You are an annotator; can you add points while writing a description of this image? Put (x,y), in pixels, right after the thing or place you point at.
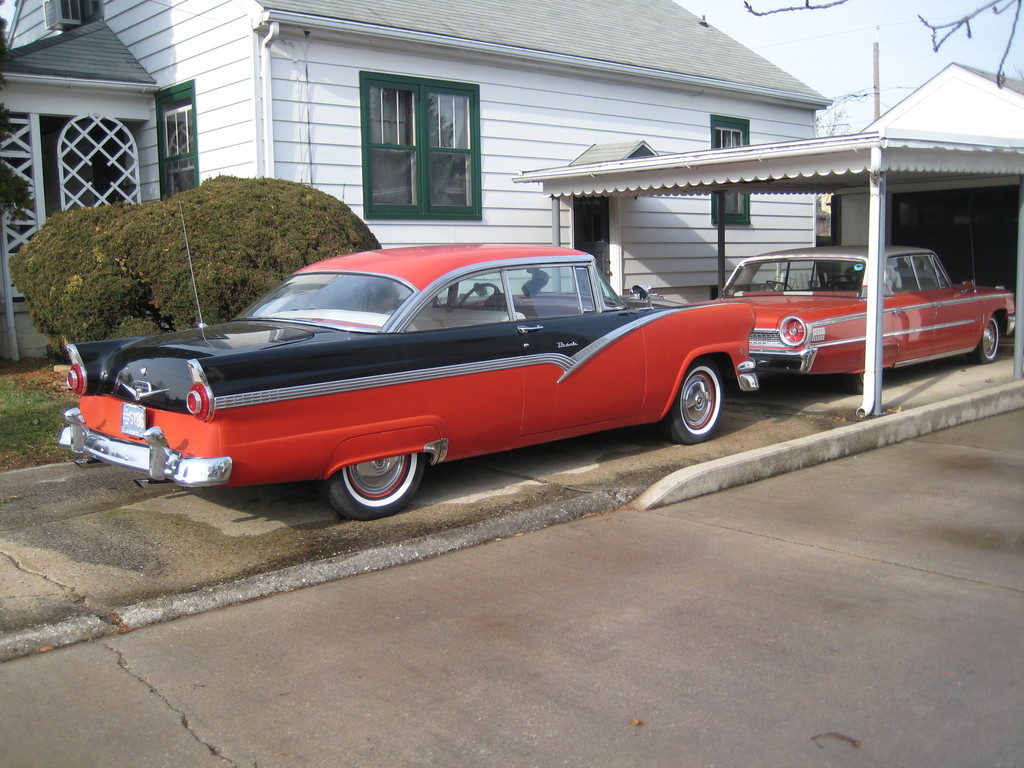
This image is clicked outside. There are cars (468,429) in the middle (415,405). They are in orange color. There are bushes (152,321) on the left side (134,311). There is a building (557,149) in the middle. It has windows (477,179), doors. There is sky (871,59) at the top (853,79).
